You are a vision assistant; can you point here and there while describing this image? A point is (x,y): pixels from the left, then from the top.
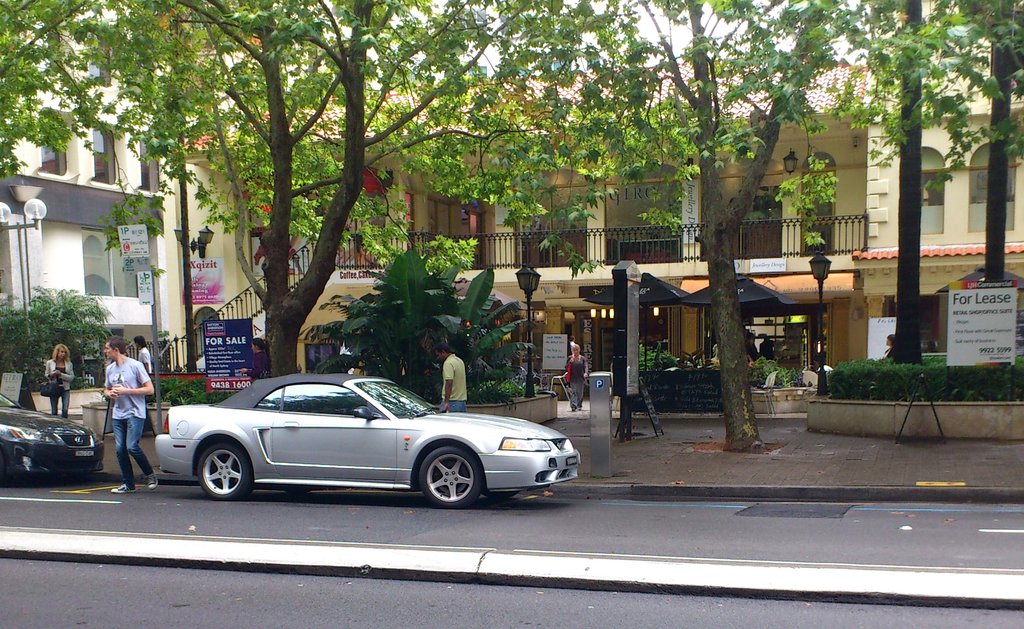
In this image we can see cars (273,484) on the road (236,502) and there are people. In the background (372,102) there are tents (590,298), buildings (570,298), poles (189,297), boards (135,253), trees (181,204) and sky (685,45). We can see hedges (902,383).
